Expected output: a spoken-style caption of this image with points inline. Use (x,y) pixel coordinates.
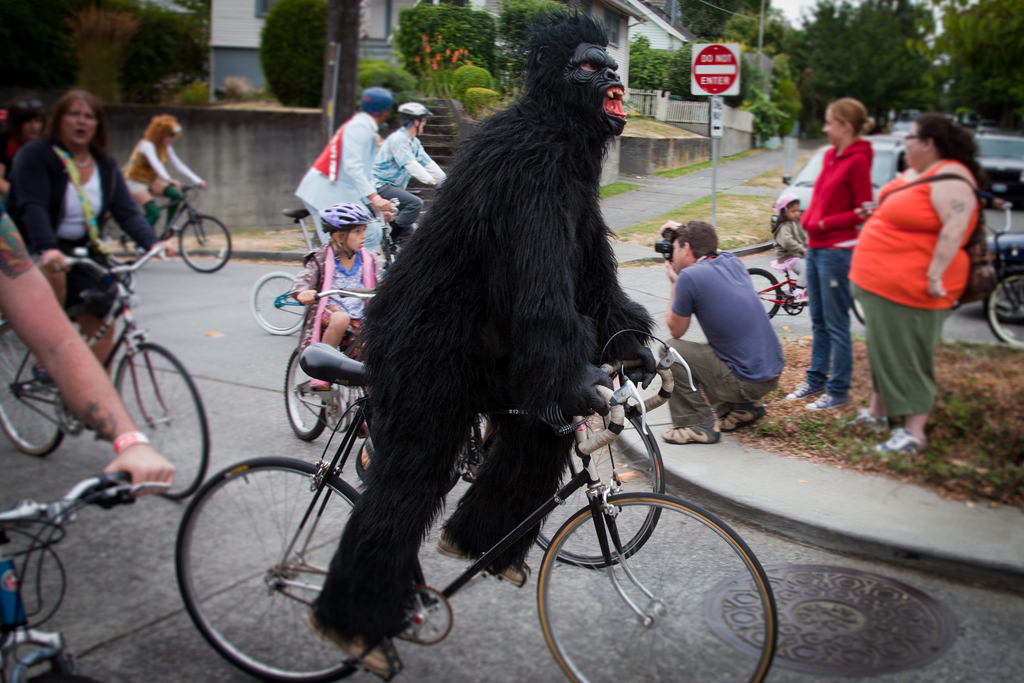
These persons (418,133) are riding a bicycle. This girl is also riding a bicycle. We can able to see trees (823,89), plants (430,72) and buildings (364,11). This man (693,300) is in a squat position and taking snaps of this person's (450,237).
